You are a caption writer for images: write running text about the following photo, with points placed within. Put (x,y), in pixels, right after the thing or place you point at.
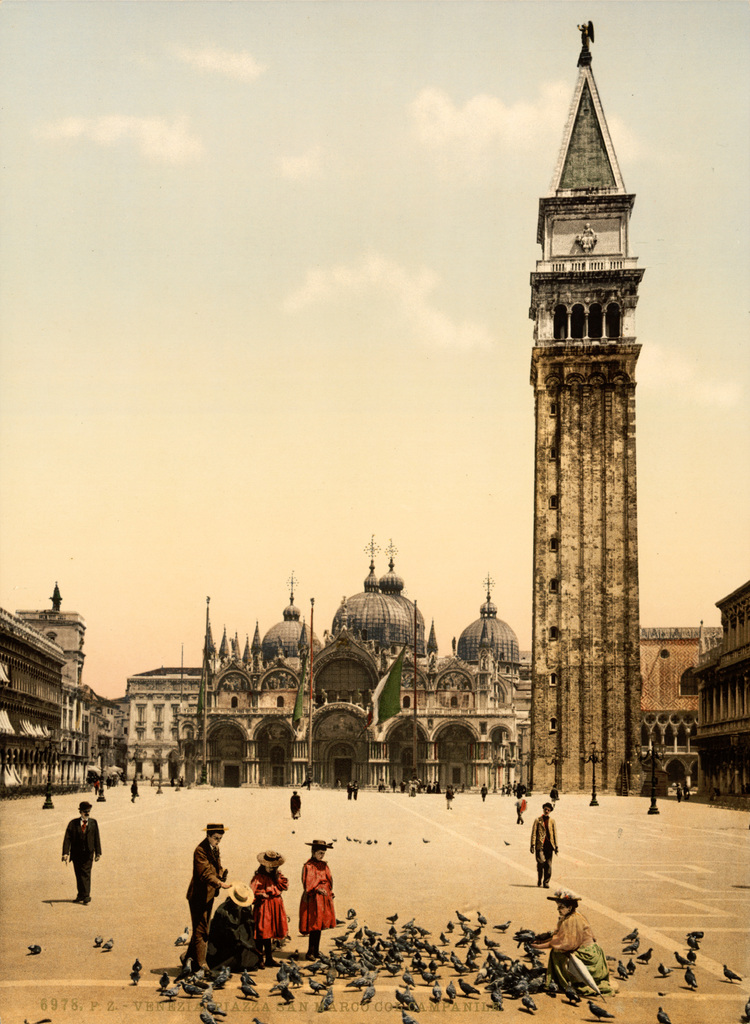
In this image I can see some people (207,950) feeding birds (285,993) on the road (148,885), behind them there are few buildings (634,565).
